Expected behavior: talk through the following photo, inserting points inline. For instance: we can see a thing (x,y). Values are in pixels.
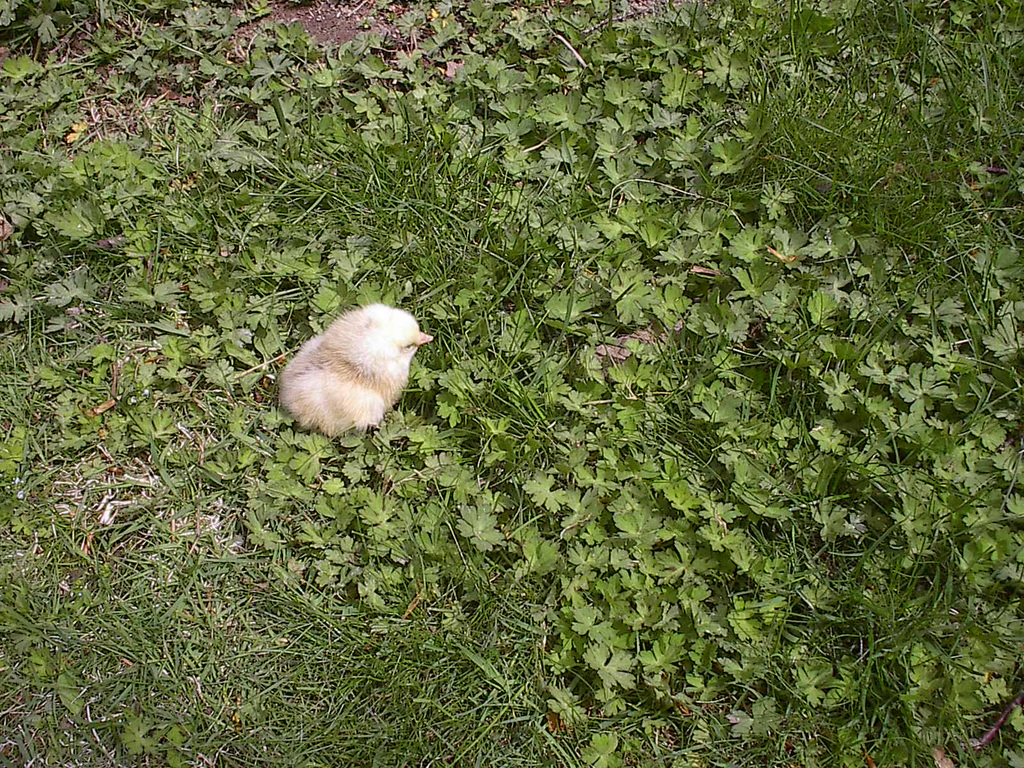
In this picture there is a chick (351,359) on a greenery ground (420,370).
